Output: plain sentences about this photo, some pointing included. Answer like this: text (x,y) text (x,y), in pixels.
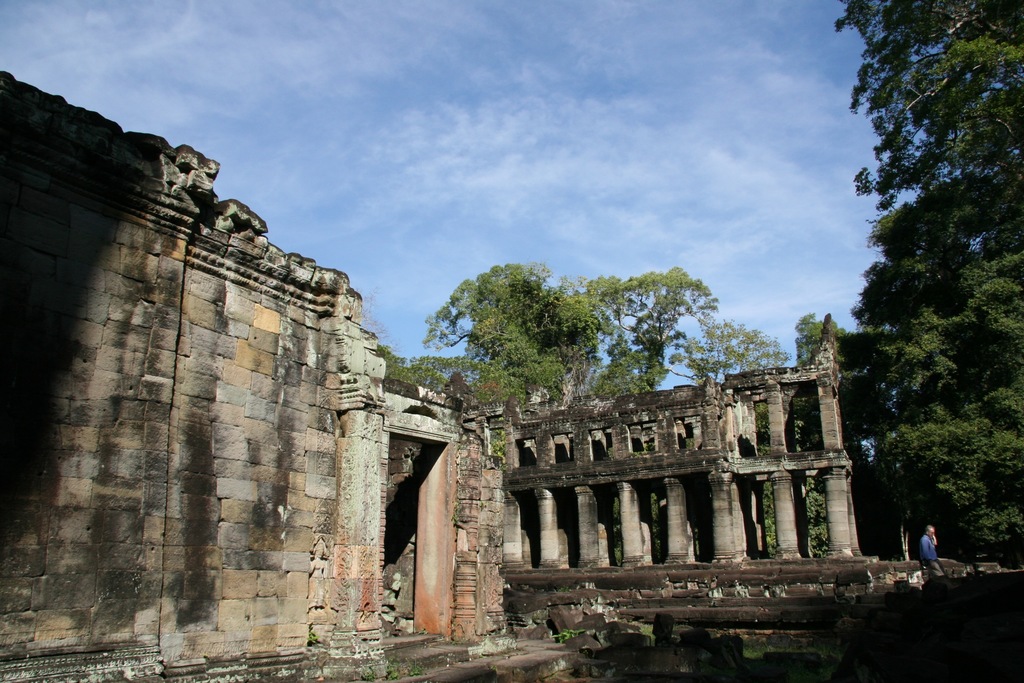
In this image we can see some old buildings (583,522), there are few trees (870,534) and also few leaves (969,397), also there is a person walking through the buildings (473,650) and some clouds (215,131) in the sky (372,227).
